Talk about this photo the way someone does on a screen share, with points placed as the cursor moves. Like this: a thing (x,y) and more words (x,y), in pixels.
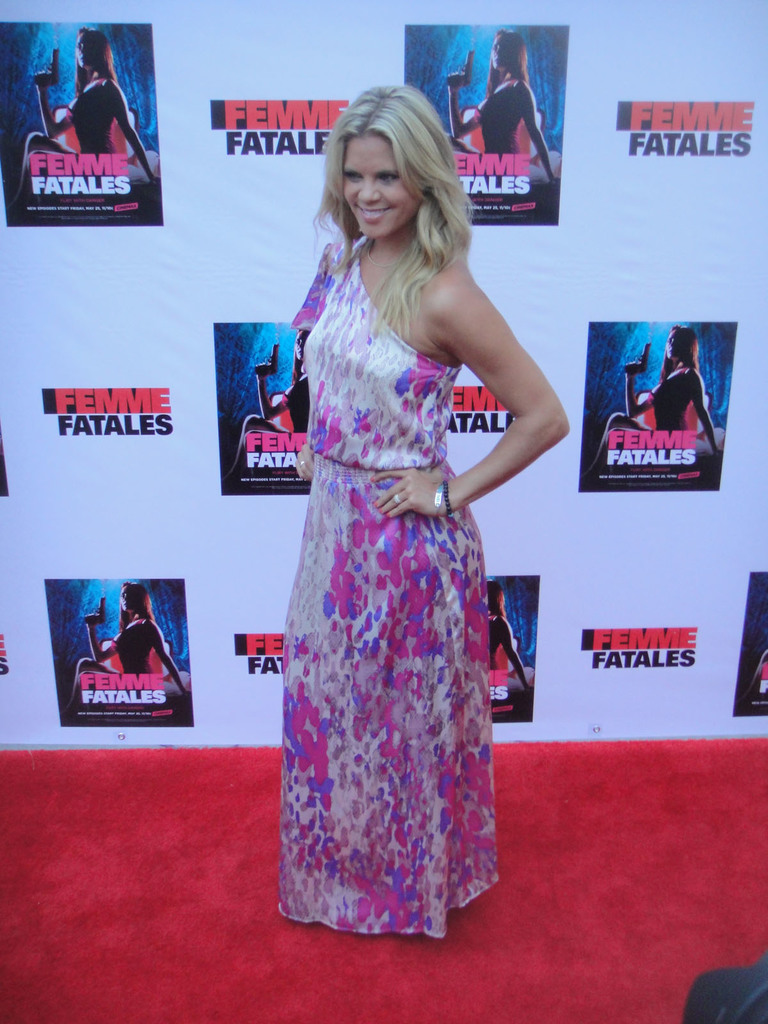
In this image I can see the person (297,603) wearing the dress (336,688) which is in pink, blue and cream color. In the background (78,350) I can see the banner (121,265).
